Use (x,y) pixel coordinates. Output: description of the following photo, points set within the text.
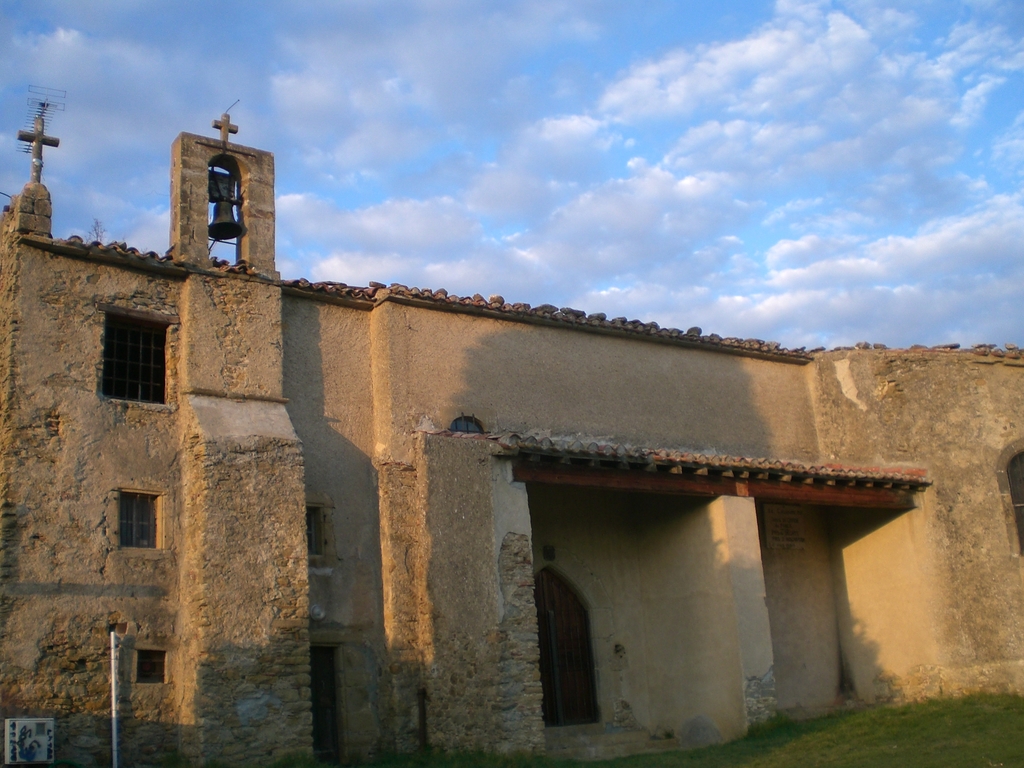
In the foreground of this image (881,599), there is a building (970,605) and grass (950,745) at the bottom (940,752). A bell (213,199) and the cross symbol (40,132) on the roof (474,297). At the top (574,108), there is the sky (557,85).
